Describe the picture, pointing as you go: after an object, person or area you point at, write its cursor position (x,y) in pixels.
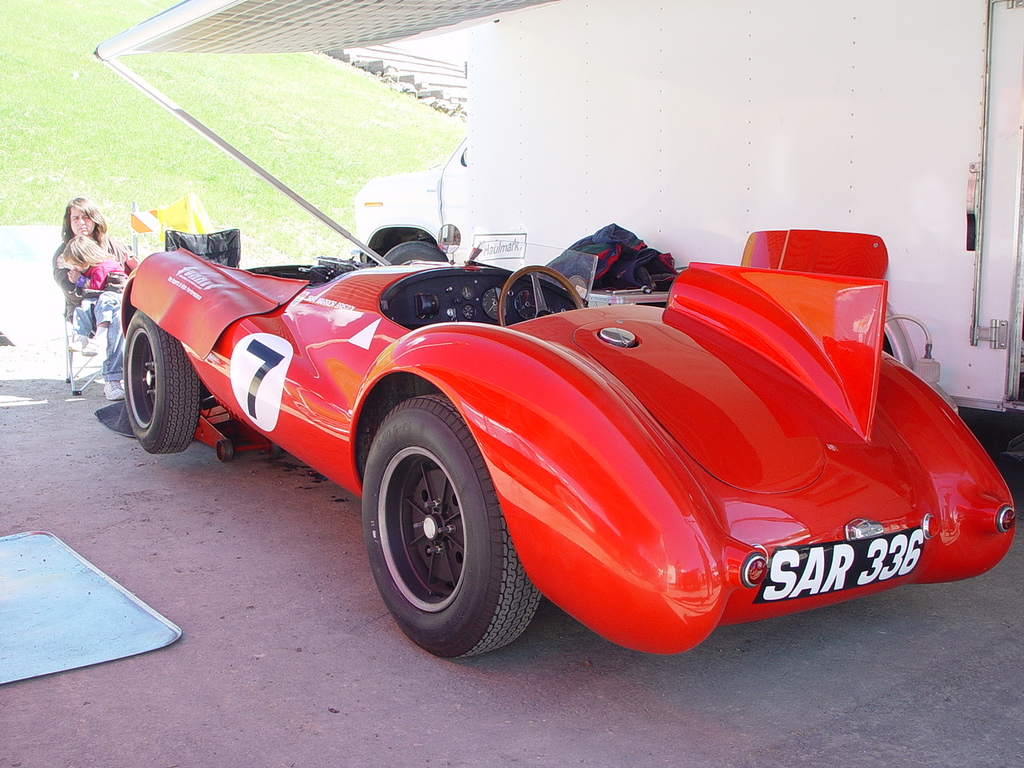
In this image in the center (505,305) there is one vehicle (457,325), and at the bottom (353,658) there is a walkway (396,656) and doormat (92,606). On the right side (889,144) there is one trailer (707,152) and tent (264,37), in the background (64,245) there is one woman (84,278) who is sitting and she is holding one baby (104,281) and there is some grass (165,149).
